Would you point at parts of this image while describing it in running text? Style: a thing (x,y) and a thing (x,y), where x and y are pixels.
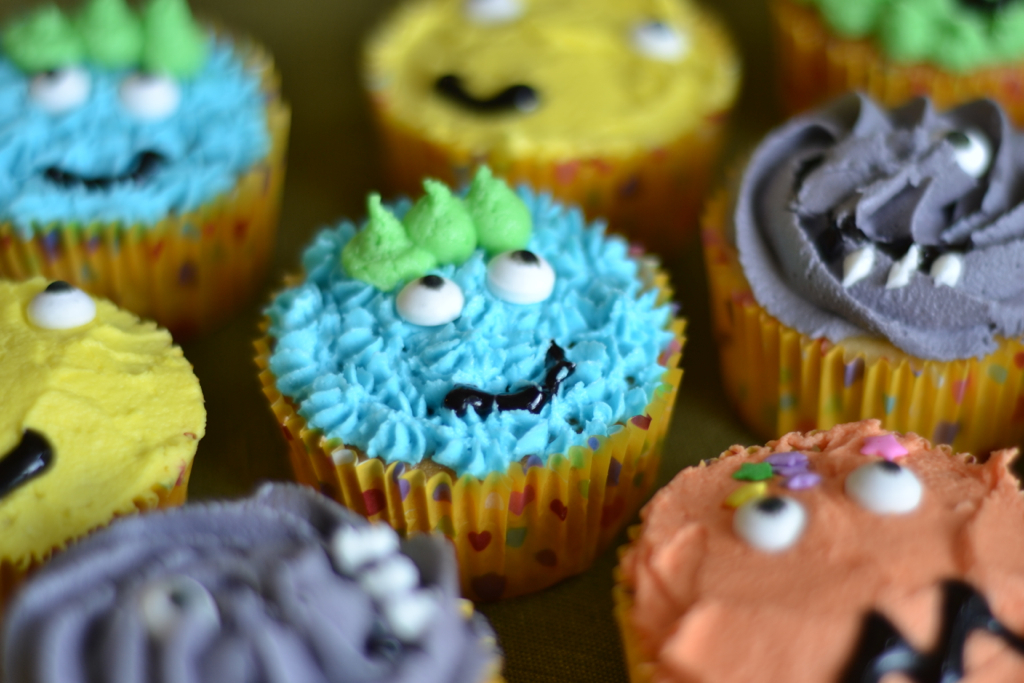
In the image in the center (532,420), we can see cupcakes (578,506) and creams (670,494) on it, which are in different colors.
